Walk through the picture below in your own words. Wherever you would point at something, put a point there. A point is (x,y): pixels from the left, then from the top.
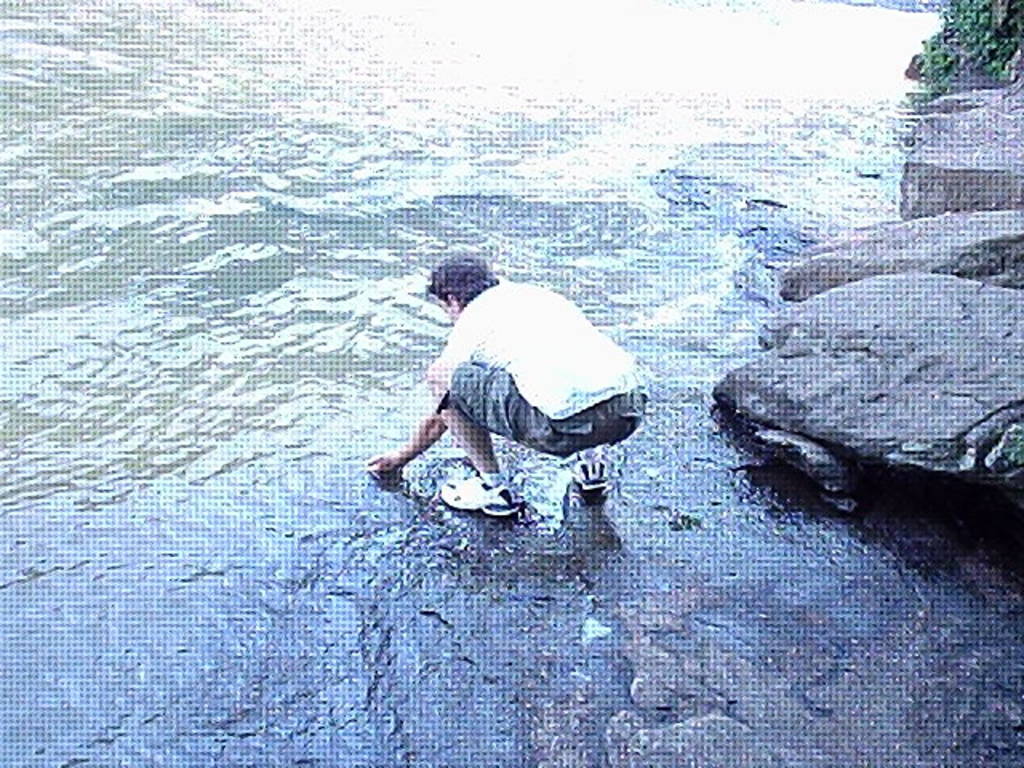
In this image I can see the edited picture in which I can see few rocks (885,430), few trees (1013,26) which are green in color, a person (566,351) wearing white and black colored dress (551,396) is crouching and the water (249,221).
